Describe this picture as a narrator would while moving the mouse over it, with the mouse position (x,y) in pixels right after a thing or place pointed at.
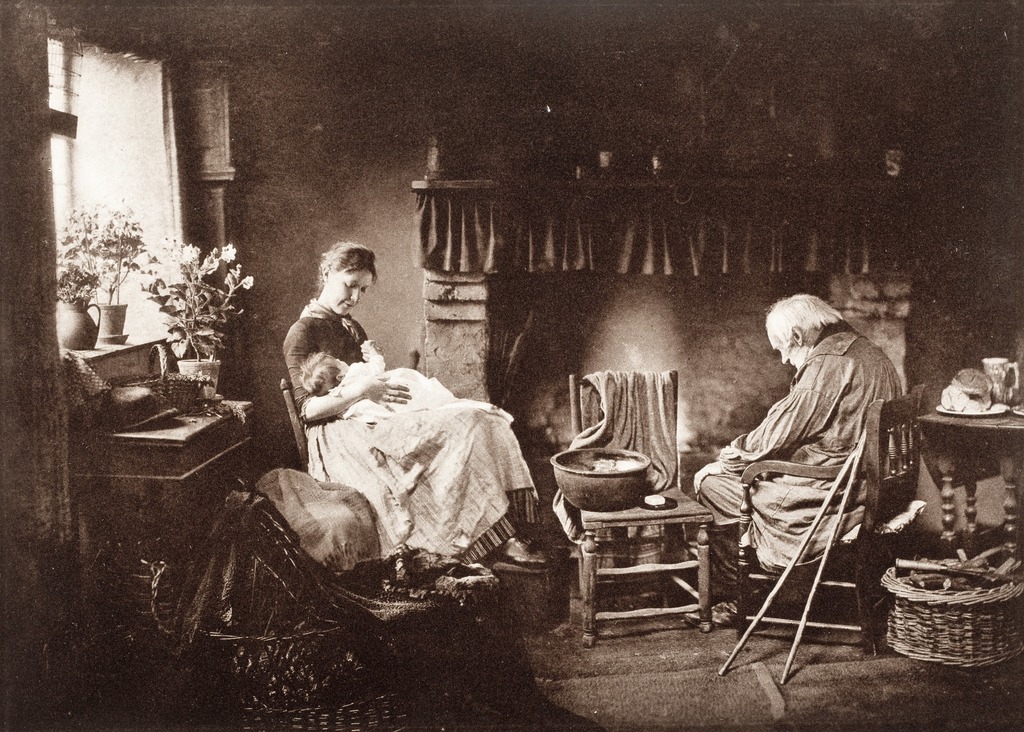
In this picture in the front (283,582) there is a basket (394,624). In the center (400,413) there are persons (383,409) sitting, there are plants (190,330) in the pot (84,327), there is a table (1006,420) and on the table (1005,418) there are objects (996,395) which are white in colour. In the background (510,265) there is a fireplace (689,316), there is a curtain (667,231). On the left side (153,142) there is a window (97,150) and there is a basket (267,592) which is on the ground (101,690).
